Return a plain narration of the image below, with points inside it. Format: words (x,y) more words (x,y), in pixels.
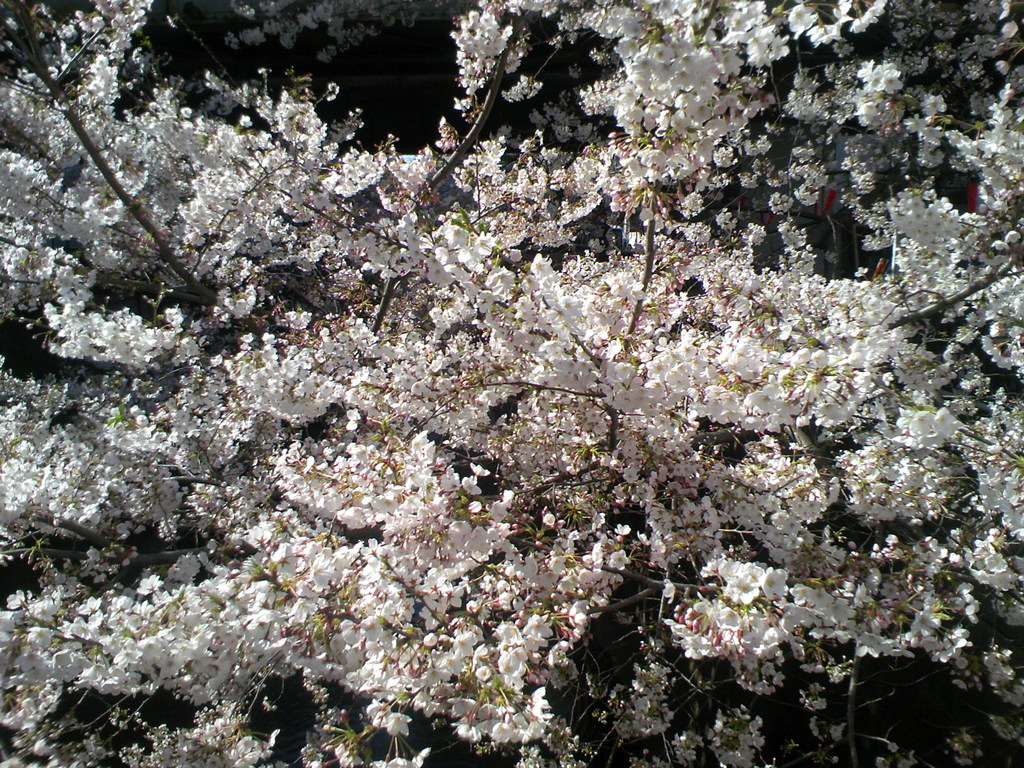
There are beautiful white flowers (346,440) to the branches (263,319) of a tree (423,269).
